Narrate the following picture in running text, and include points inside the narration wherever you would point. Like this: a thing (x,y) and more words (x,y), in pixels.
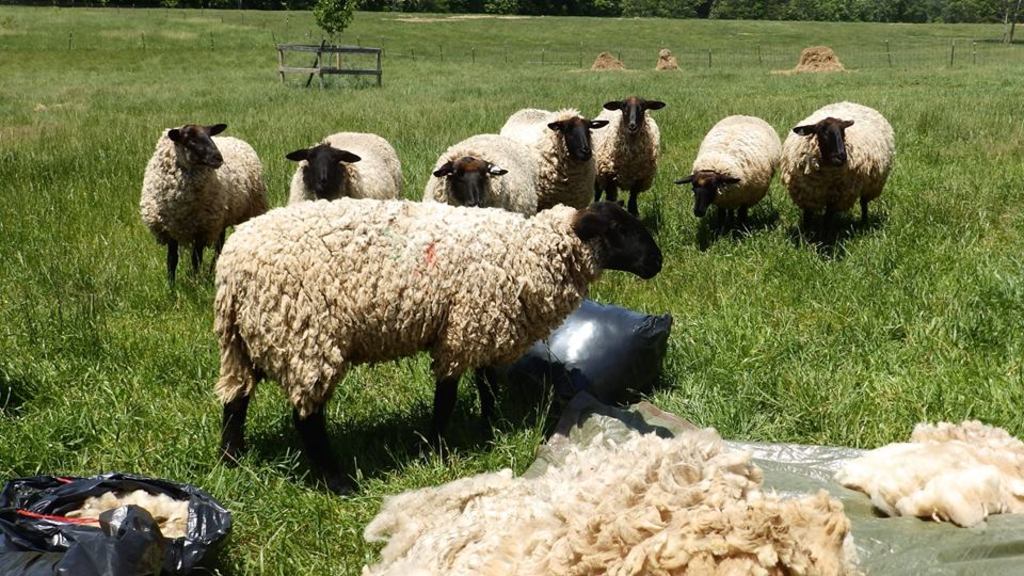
In this image there are bags (163,559) of wool (642,491), herd of sheep (520,280) is standing, and in the background (946,28) there is grass (572,19), plants (526,8).
